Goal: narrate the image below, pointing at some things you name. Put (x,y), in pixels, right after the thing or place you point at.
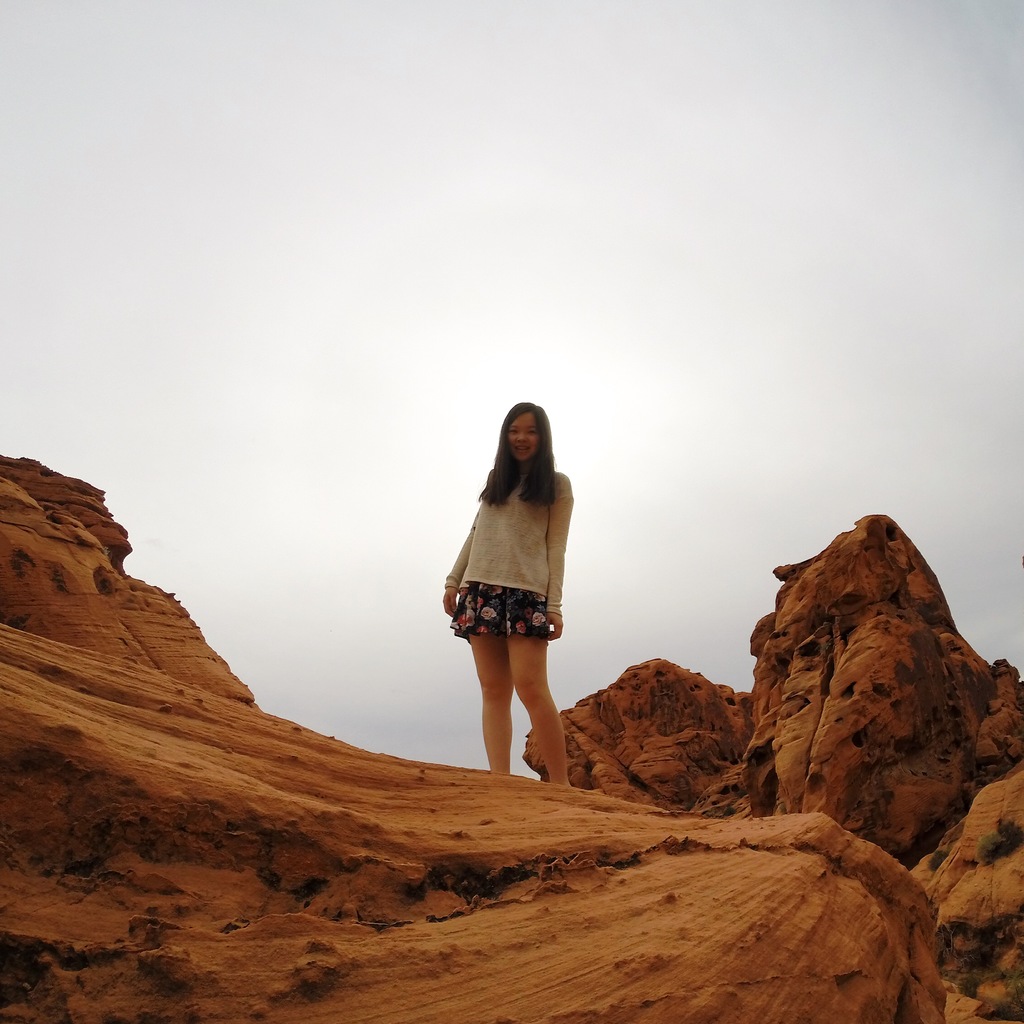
In this image I can see a girl (557,476) standing on red rock (389,964).
